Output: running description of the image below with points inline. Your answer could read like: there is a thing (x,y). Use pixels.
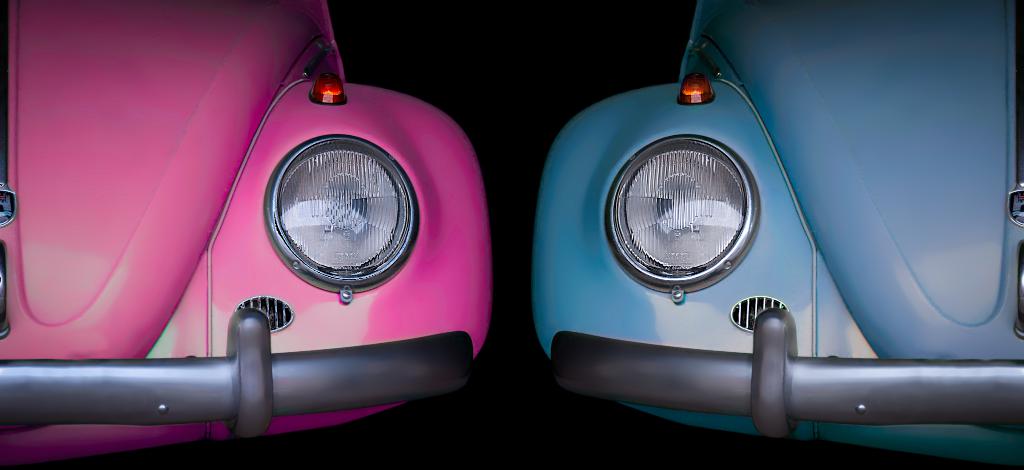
There are two cars (573,311), which are pink and blue in colors. I can see the headlights (725,244), indicator lights (694,98) and bumpers (391,381) attached to the cars (470,145). The background (524,382) looks dark.
